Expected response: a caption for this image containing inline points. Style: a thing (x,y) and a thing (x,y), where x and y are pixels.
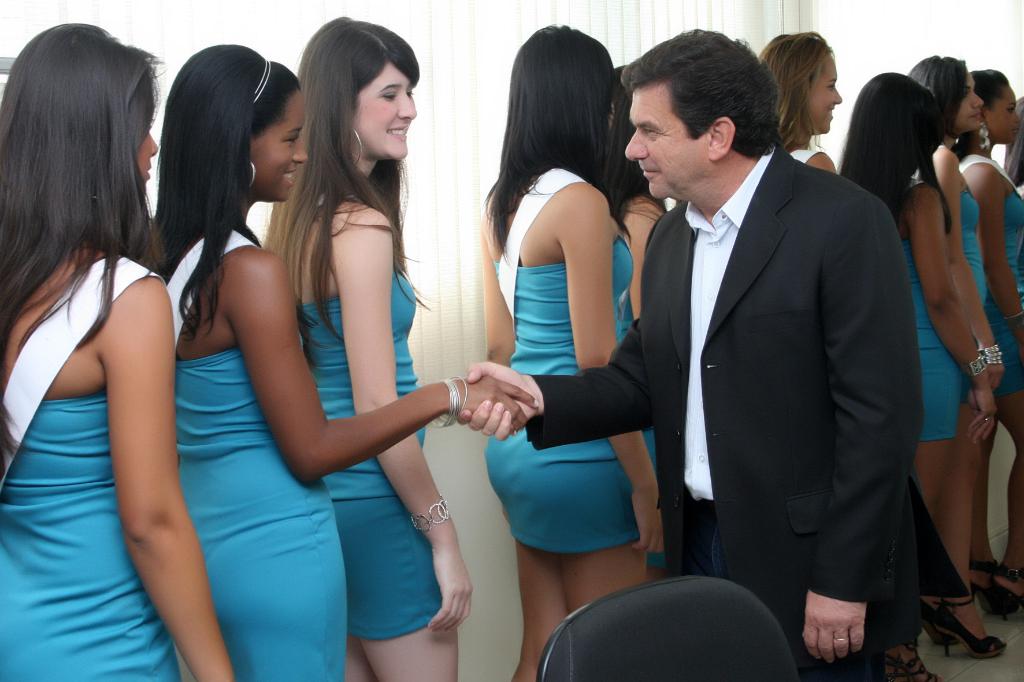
In this image we can see a group of people (513,289) standing. Behind the person (371,195) there is a wall (484,675) and a curtain (471,45). In the foreground (624,600) we can see a chair (723,681) and a person (693,425) shaking hands (481,382).
